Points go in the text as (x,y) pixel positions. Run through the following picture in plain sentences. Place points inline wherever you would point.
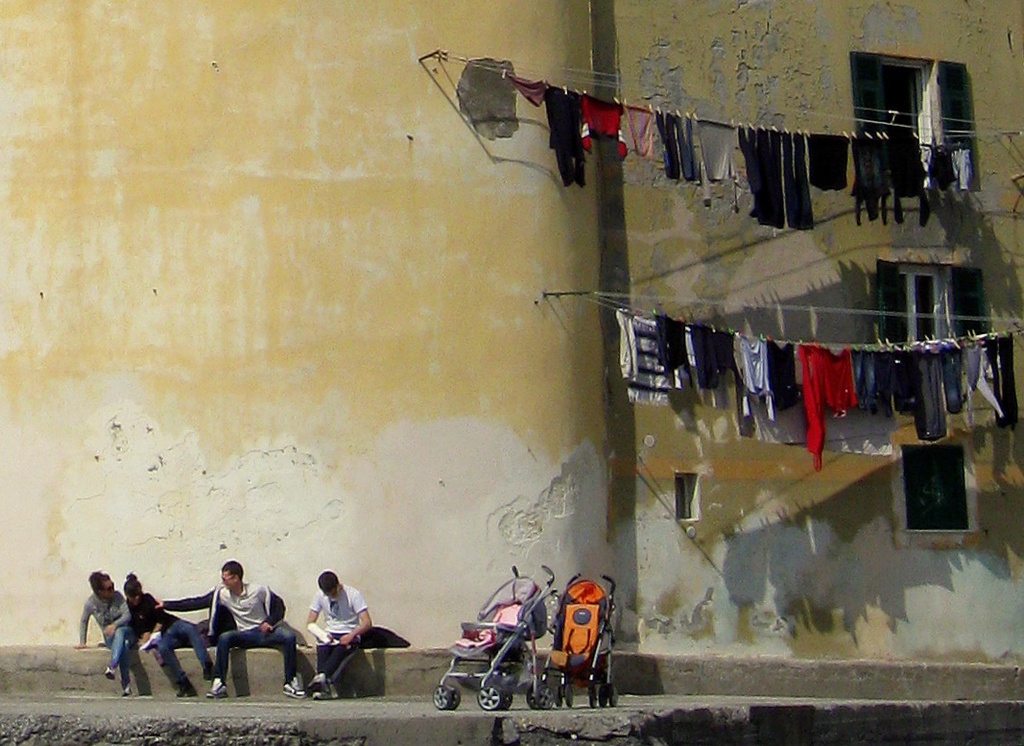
In this image, we can see clothes (757,340) hanging on the ropes (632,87) and there are clips (744,337) to it. In the background (372,14), there is a wall (442,197) and we can see windows (901,310). At the bottom (258,597), there are some people (229,634) sitting and some are holding books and there are trolleys (496,646).
